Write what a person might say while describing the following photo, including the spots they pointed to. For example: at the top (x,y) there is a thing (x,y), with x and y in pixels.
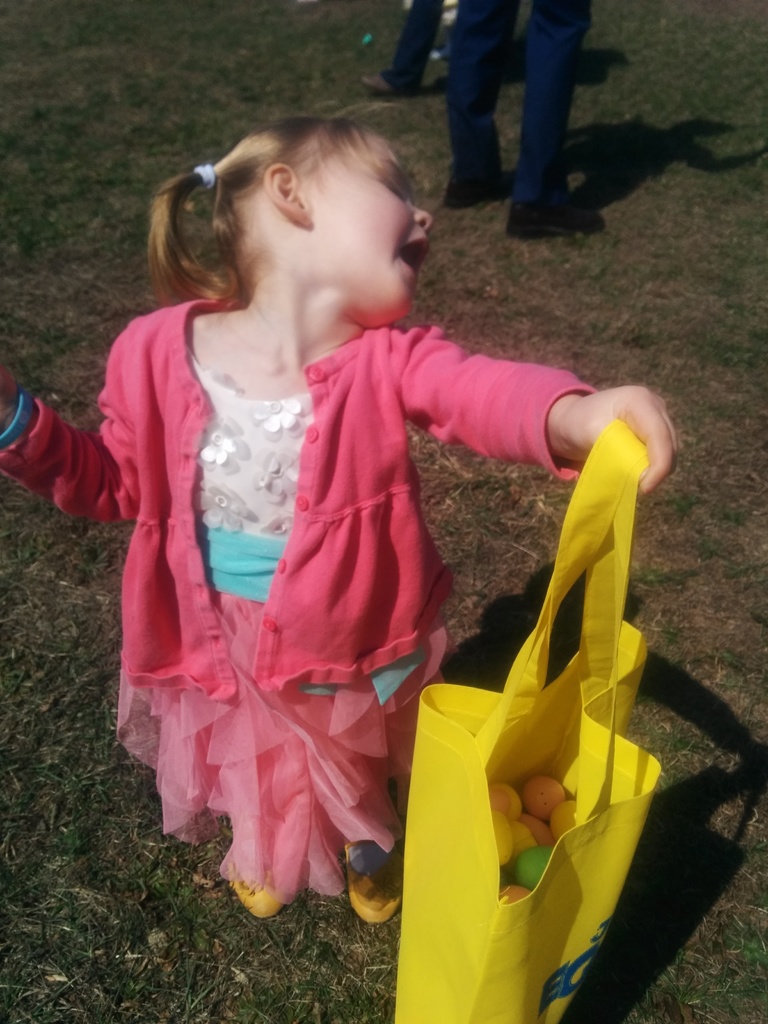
In this image we can see a girl (371,597). A girl (361,641) is held a bag (423,702) in which few objects (543,798) are there. There is a grassy land (588,88) in the image. There are two persons (485,76) are standing beside a girl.
